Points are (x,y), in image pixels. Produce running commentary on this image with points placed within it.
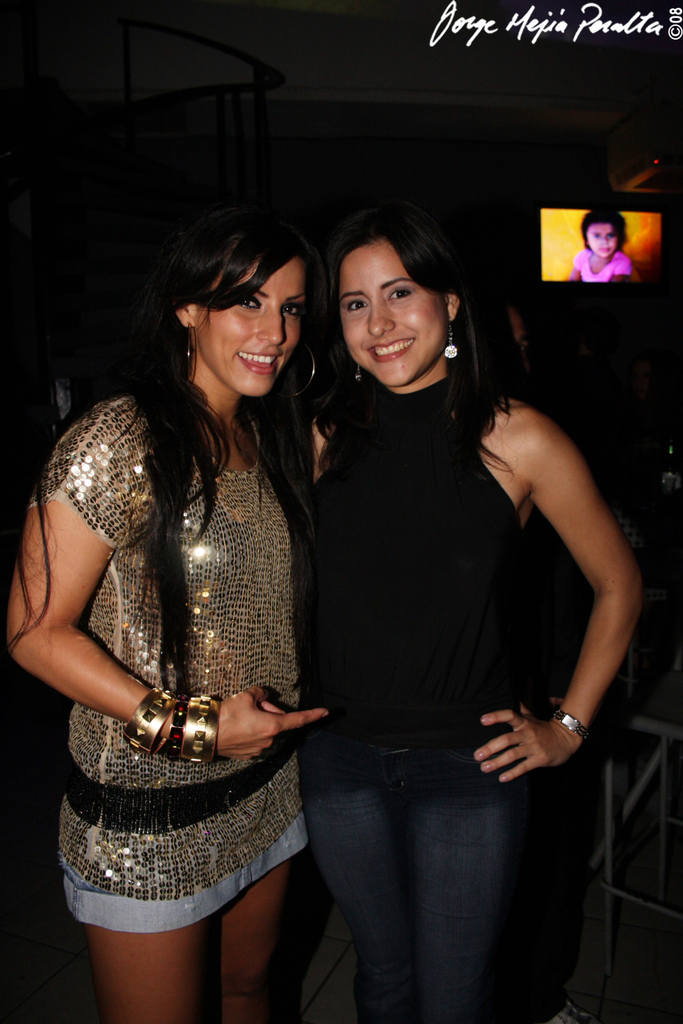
In front of the image there are two people (314,356) having a smile on their faces (407,299). On the right side of the image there is a chair (676,916). There is a table (677,538). On top of it there is a bottle (673,482) and some object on the table (667,523). In the background of the image (126,103) there is a railing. There is a TV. At the top of the image (624,36) there is some text (520,32).
